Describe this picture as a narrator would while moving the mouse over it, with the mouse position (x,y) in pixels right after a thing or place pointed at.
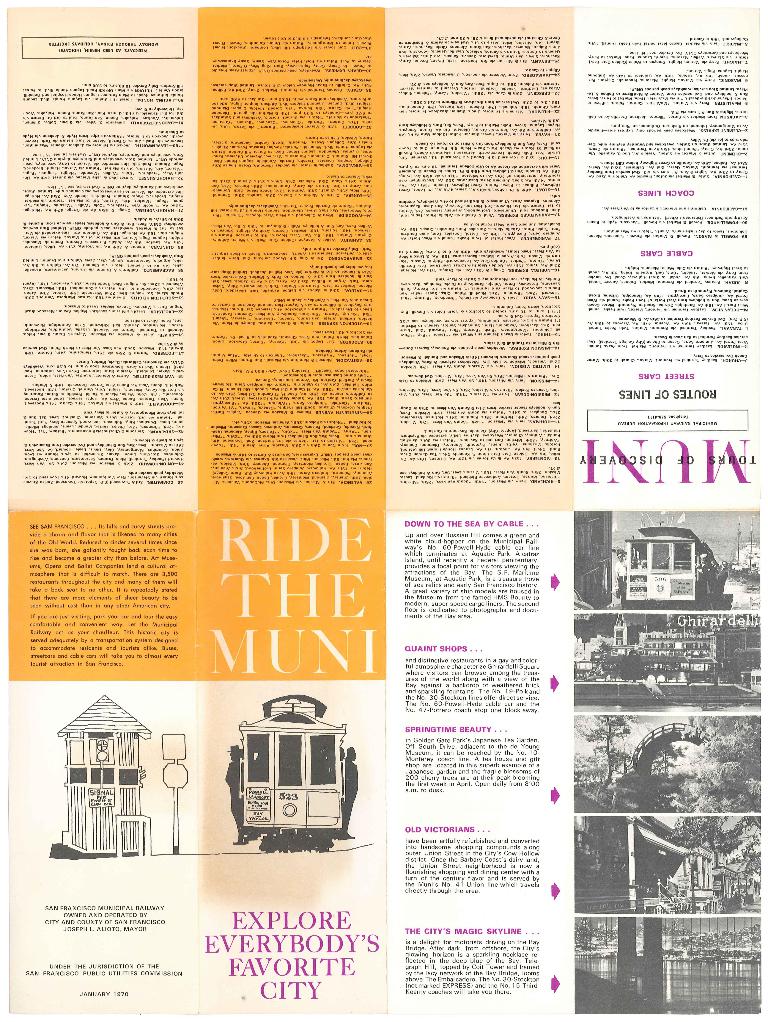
In this image we can see a paper (388,344) on which some text (105,617) and pictures (334,817) are there.
